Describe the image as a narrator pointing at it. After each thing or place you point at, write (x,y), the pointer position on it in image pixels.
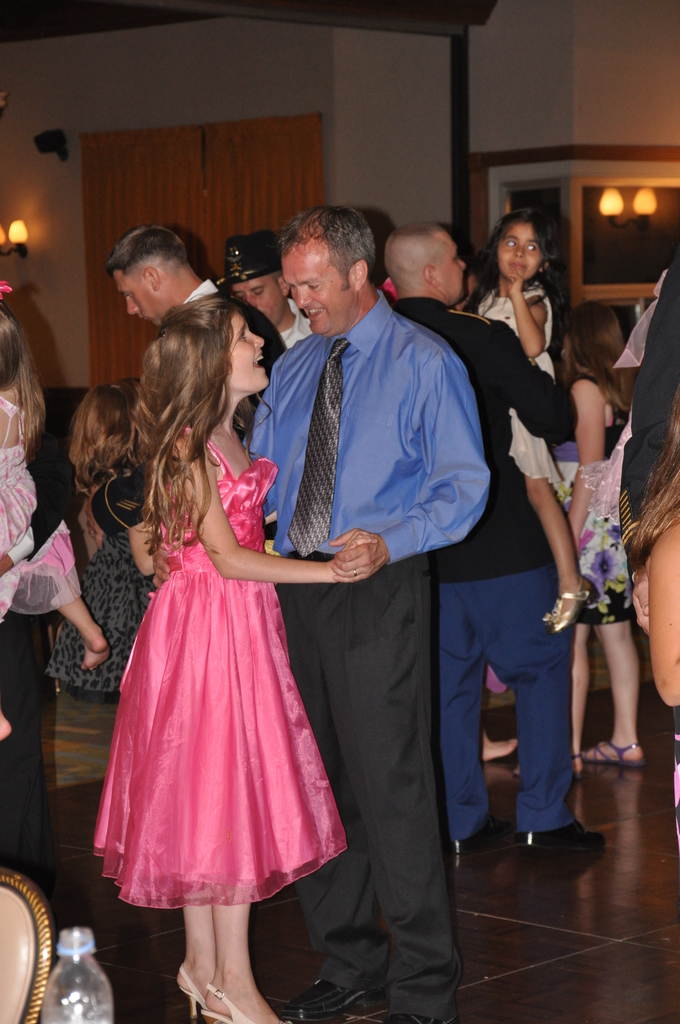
In this image there are people (389,630) standing, in the background (324,62) there is a wall (415,96) to that wall (422,216) there are lights (639,203) and curtain (280,175).
